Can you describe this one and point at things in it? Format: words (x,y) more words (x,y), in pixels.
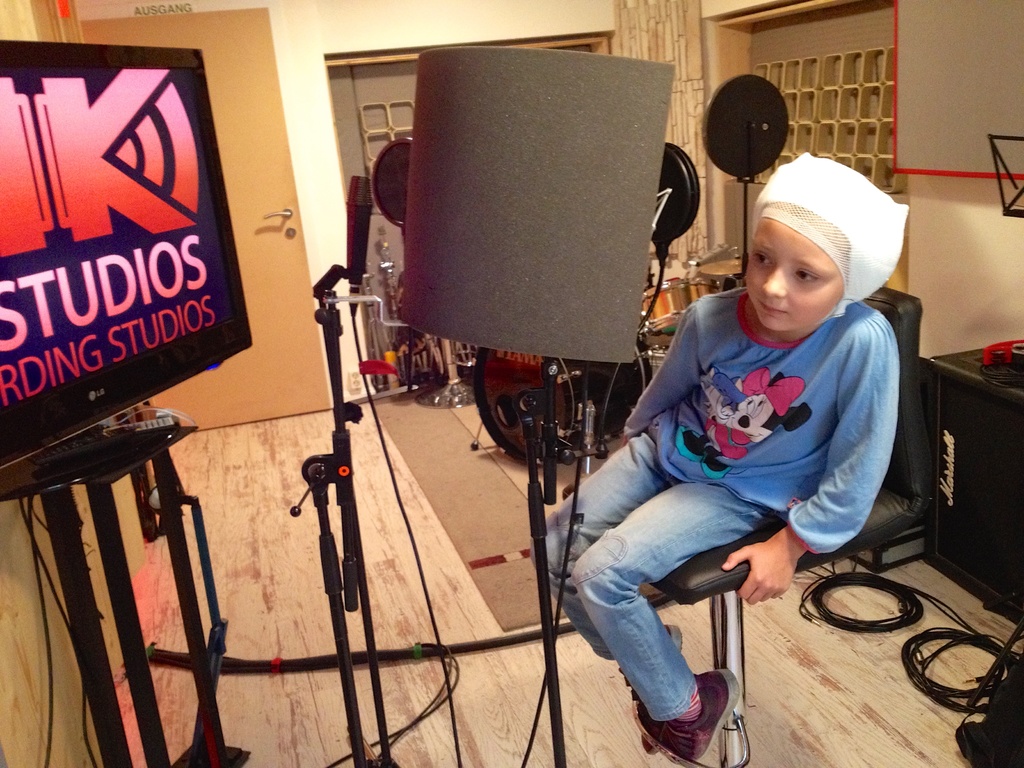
Here we can see a child (758,254) sitting on a chair (695,595) and in front of her we can see voice filters (557,185) and microphone (351,209) present.
